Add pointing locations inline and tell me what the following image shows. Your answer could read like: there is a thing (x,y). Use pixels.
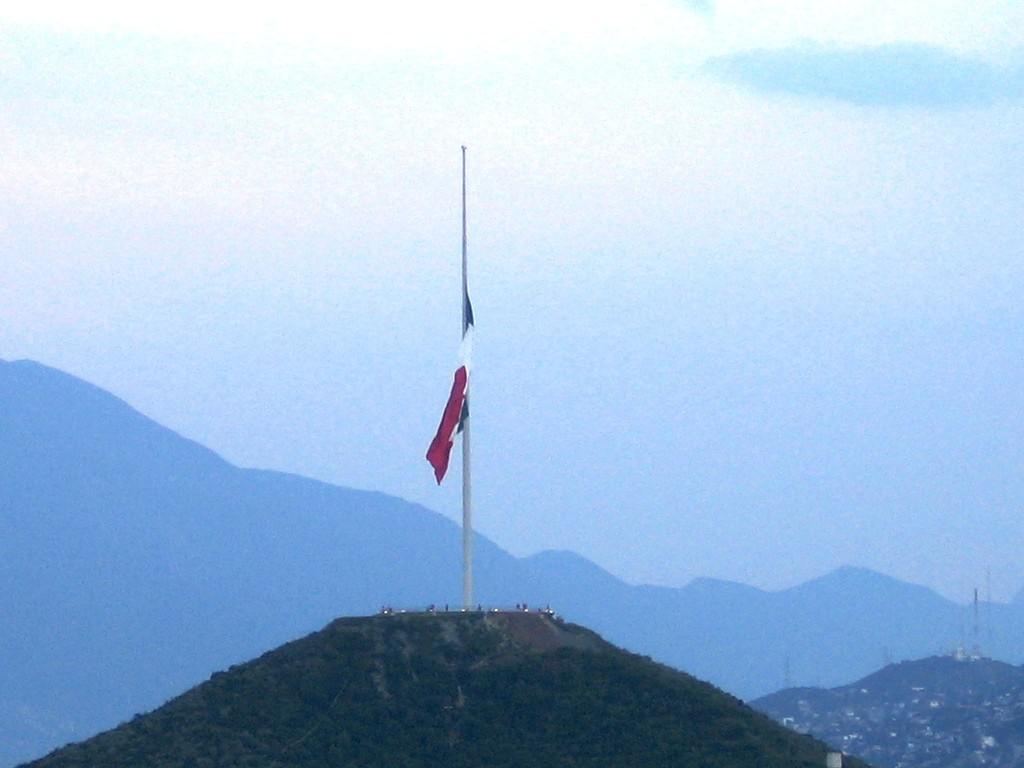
In this image we can see a flag (452,412) and a pole (467,424) on the mountain (588,737). In the background (673,651), we can see the mountains (618,596) and the sky (849,292). We can see greenery (521,714) at the bottom of the image (610,711).
